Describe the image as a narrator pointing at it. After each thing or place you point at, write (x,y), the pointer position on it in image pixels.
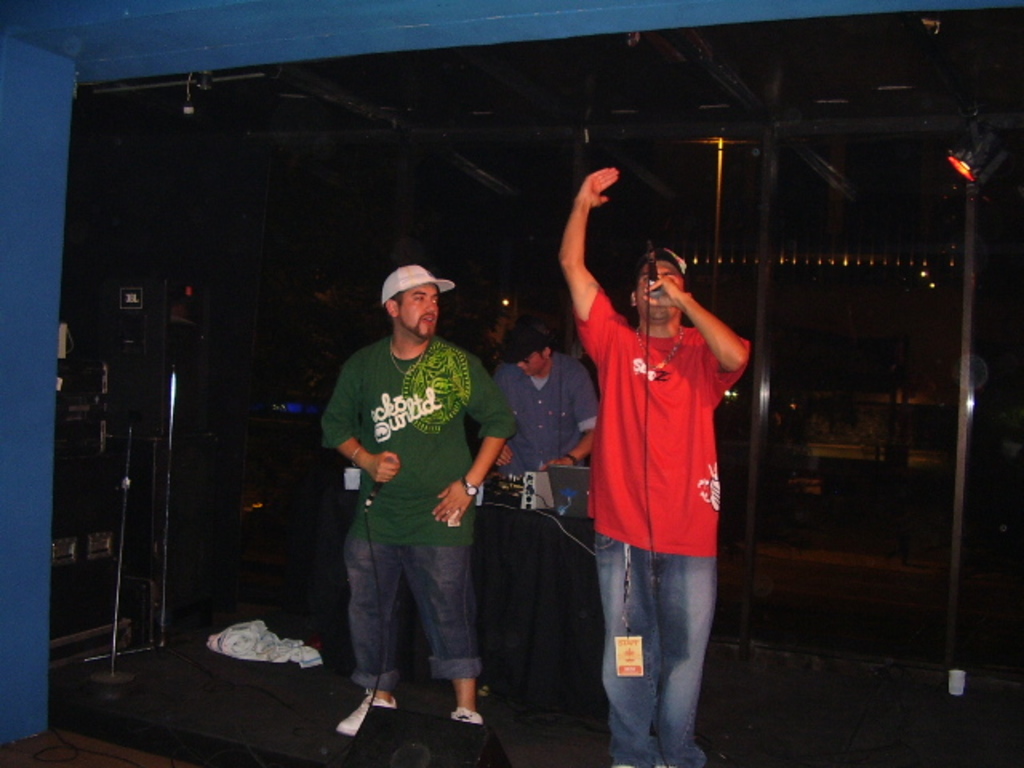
This image is taken indoors. At the bottom of the image (392,739) there is an object (408,743) on the floor (518,740). There are a few things (165,385) and there is a cloth (232,648) on the floor (333,667). A man (533,434) is standing and there are a few devices (518,493) on the table (548,556). In the middle of the image (610,503) two men (481,463) are standing and they are holding mics (657,290) in their hands (657,290). A man (660,345) is singing. On the left side of the image (22,460) there is a wall (28,283).
